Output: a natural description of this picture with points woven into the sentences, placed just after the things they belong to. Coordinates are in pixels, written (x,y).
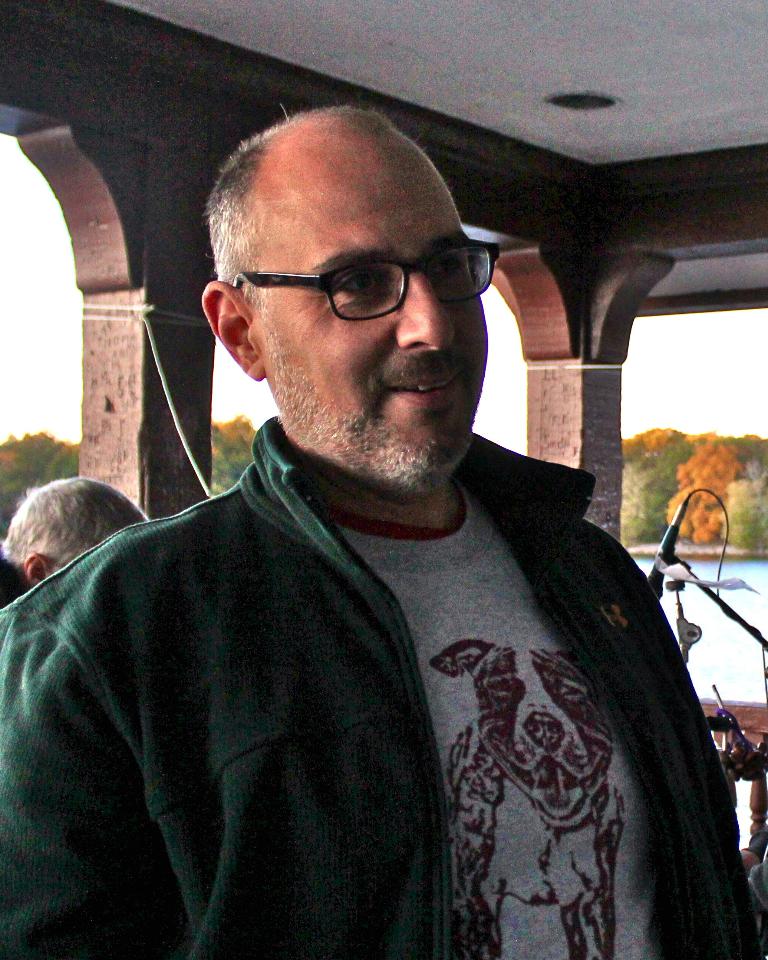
In the image we can see there are people (186,755) standing and there is mic (679,519) kept on the stand (752,629). Behind there is river (717,629) and there are trees (639,474). Background of the image (48,466) is little blurred.
